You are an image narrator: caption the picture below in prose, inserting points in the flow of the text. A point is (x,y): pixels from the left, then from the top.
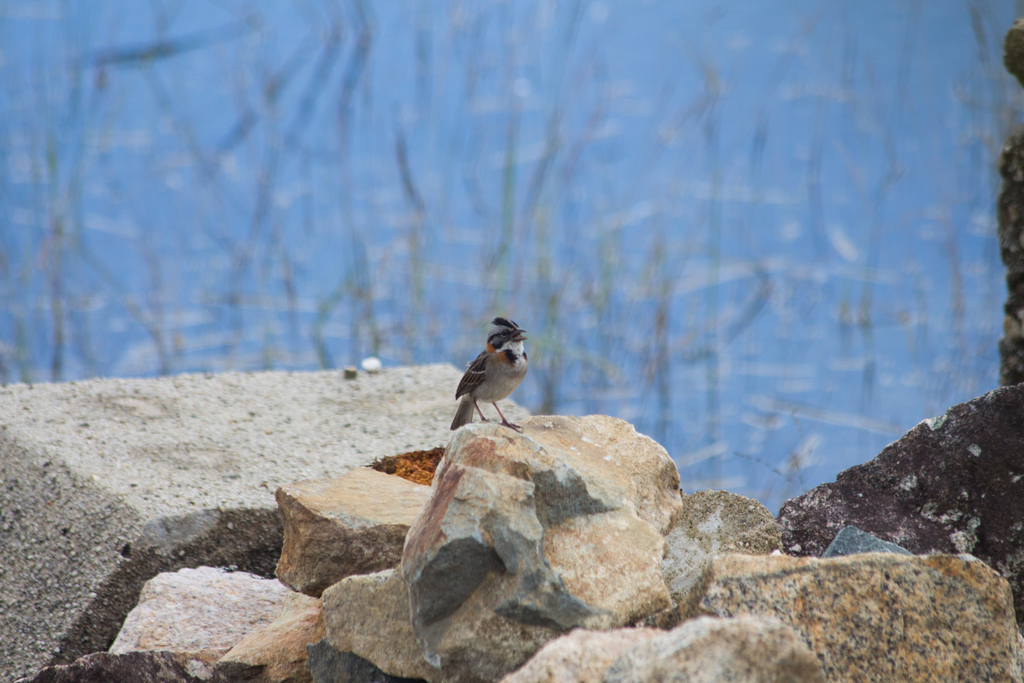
In this picture there is a bird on the stone (481,456). In the foreground (498,495) there are rocks (311,570). At the back (287,159) there are plants (408,158) and there is water (868,131).
